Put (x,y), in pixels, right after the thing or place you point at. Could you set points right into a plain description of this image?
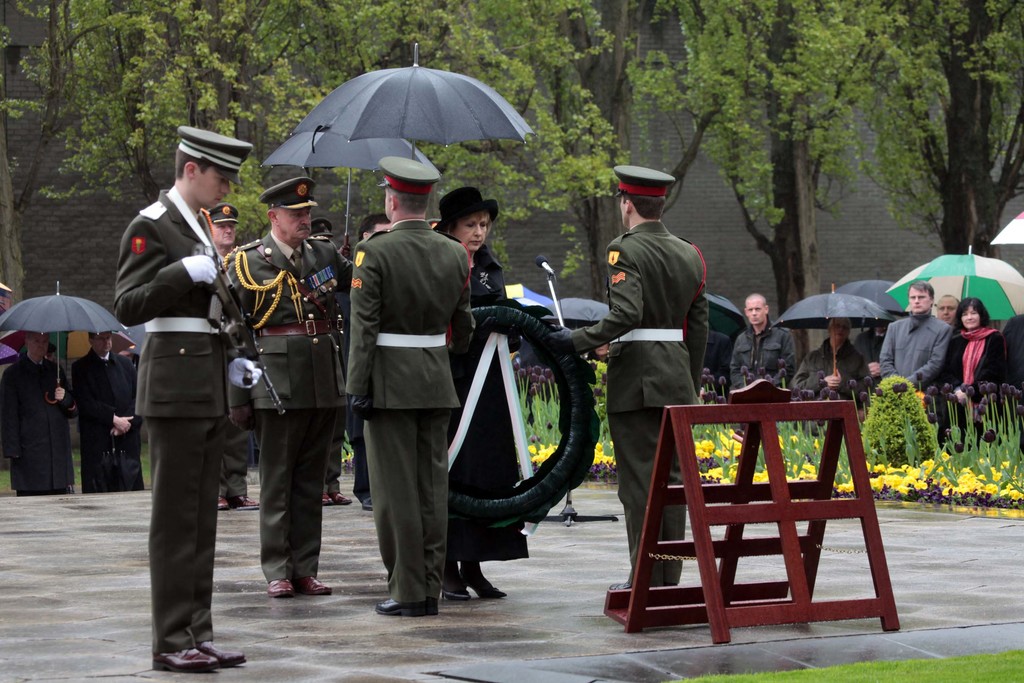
In the picture we can see a few men (675,467) are standing on the path (1019,531) and they are in uniform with cap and gloves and a woman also standing with them and she is wearing a black color hat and behind her we can see some persons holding an umbrella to her and in the background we can see some people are standing near the plants (889,472) and holding umbrellas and behind them we can see trees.
